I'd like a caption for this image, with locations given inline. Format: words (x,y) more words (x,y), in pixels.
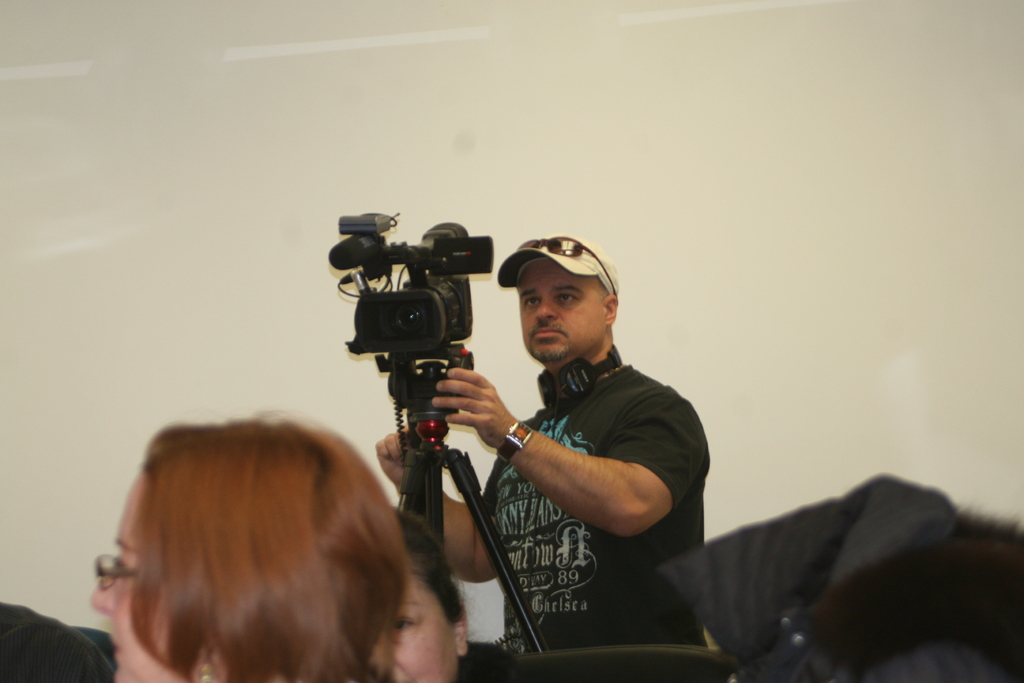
There is one man (521,482) standing and adjusting a camera (411,333) which is on a tripod stand (440,381). We can see some people (309,600) at the bottom of this image (408,651) and a wall (328,362) in the background (784,296).
